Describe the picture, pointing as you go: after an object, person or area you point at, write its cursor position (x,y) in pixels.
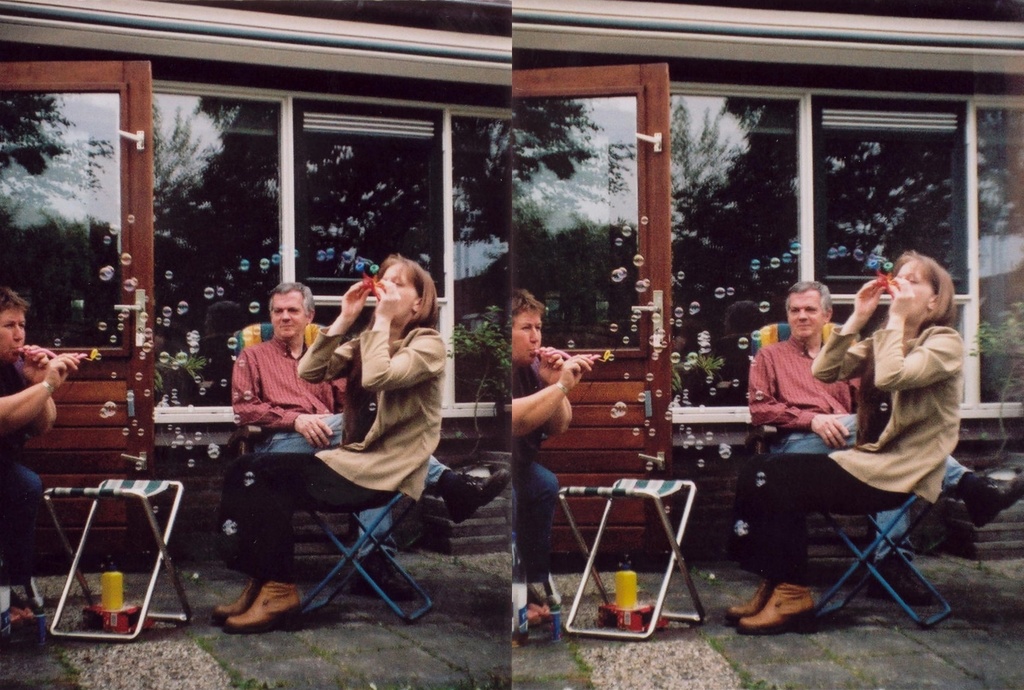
This is an edited image. In this picture, we see the two images which are same. Here, we see three people (340,388) are sitting on the chairs (365,561) and they are blowing bubbles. In front of them, we see a stool (138,493) under which a yellow and red color boxes (88,608) are placed. Behind them, we see the glass doors (133,235) and windows (262,208) from which we can see the trees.
